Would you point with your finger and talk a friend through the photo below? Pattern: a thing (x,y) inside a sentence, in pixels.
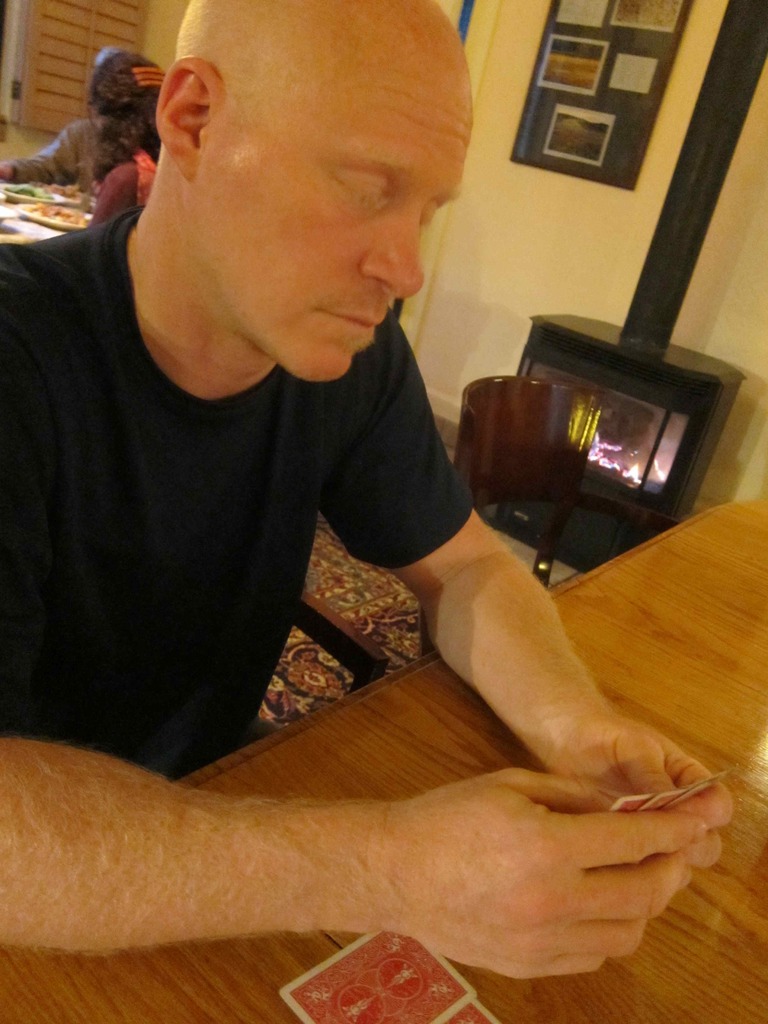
In this image we can see the persons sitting on the chairs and we can see the other person (608,868) holding the cards (616,803). And there are plates (60,221) with some food items (48,210) on the table (32,232). At the back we can see the wall (573,297) with photo frames (638,90). In front of the wall (683,331) we can see the black color object (658,414) with light (608,461).
